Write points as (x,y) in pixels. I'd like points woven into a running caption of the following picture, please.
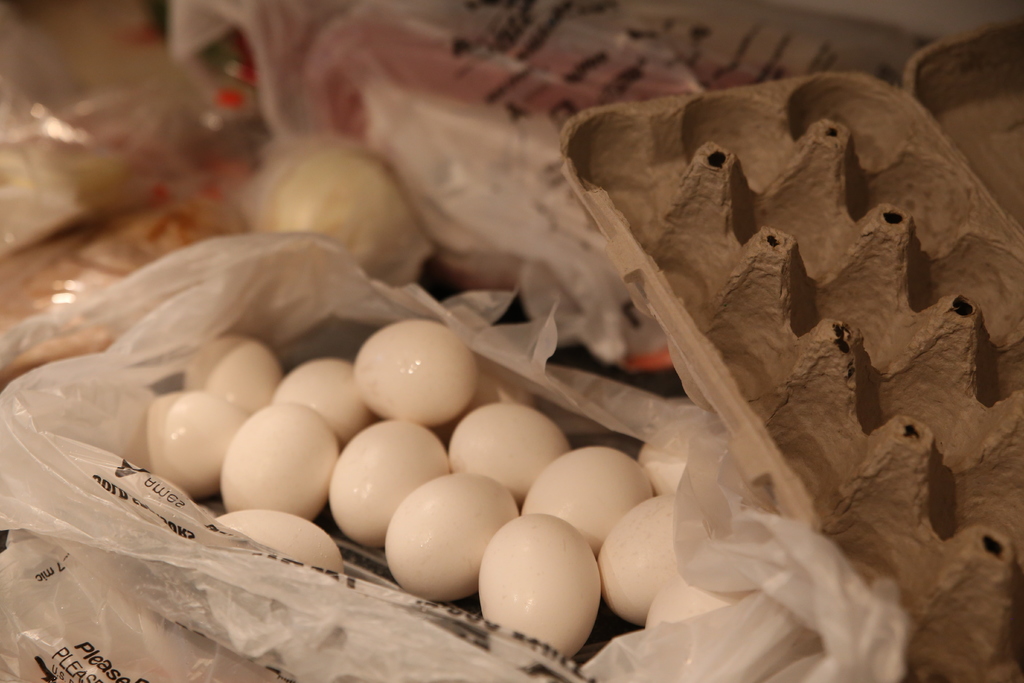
In this image there are some eggs (350,498) and egg trays (722,308), and there are some plastic covers (548,290). And in the background (382,101) there are some objects (155,115), and plastic covers (400,110).
